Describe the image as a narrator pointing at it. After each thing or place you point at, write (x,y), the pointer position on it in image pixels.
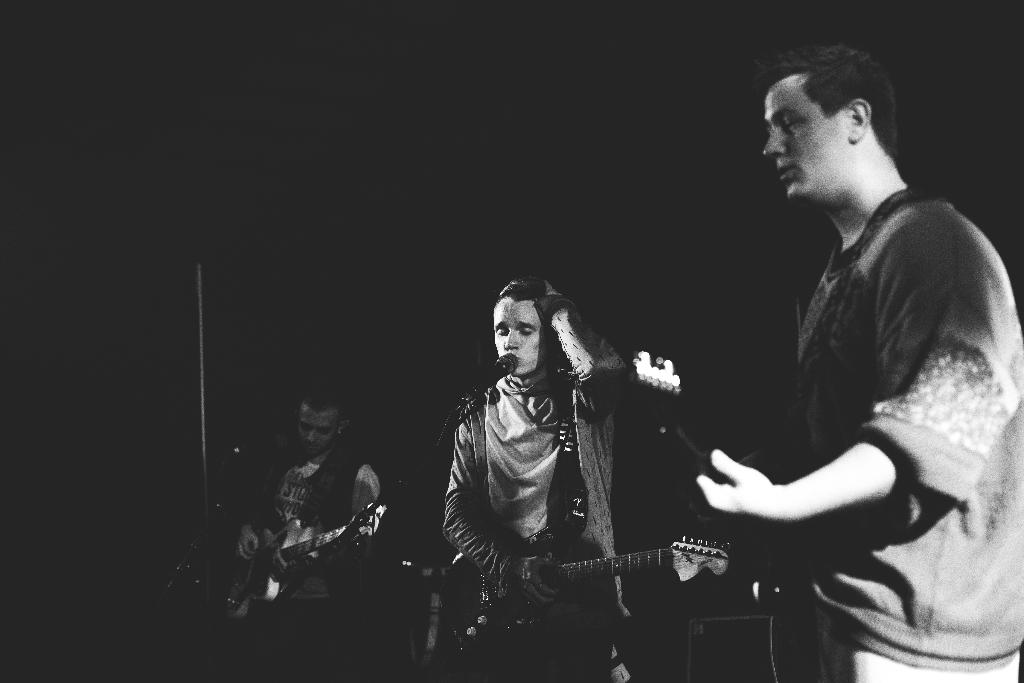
In this picture we can see three persons (718,450) standing and playing the guitar (552,544). And there is a mike (502,367).
